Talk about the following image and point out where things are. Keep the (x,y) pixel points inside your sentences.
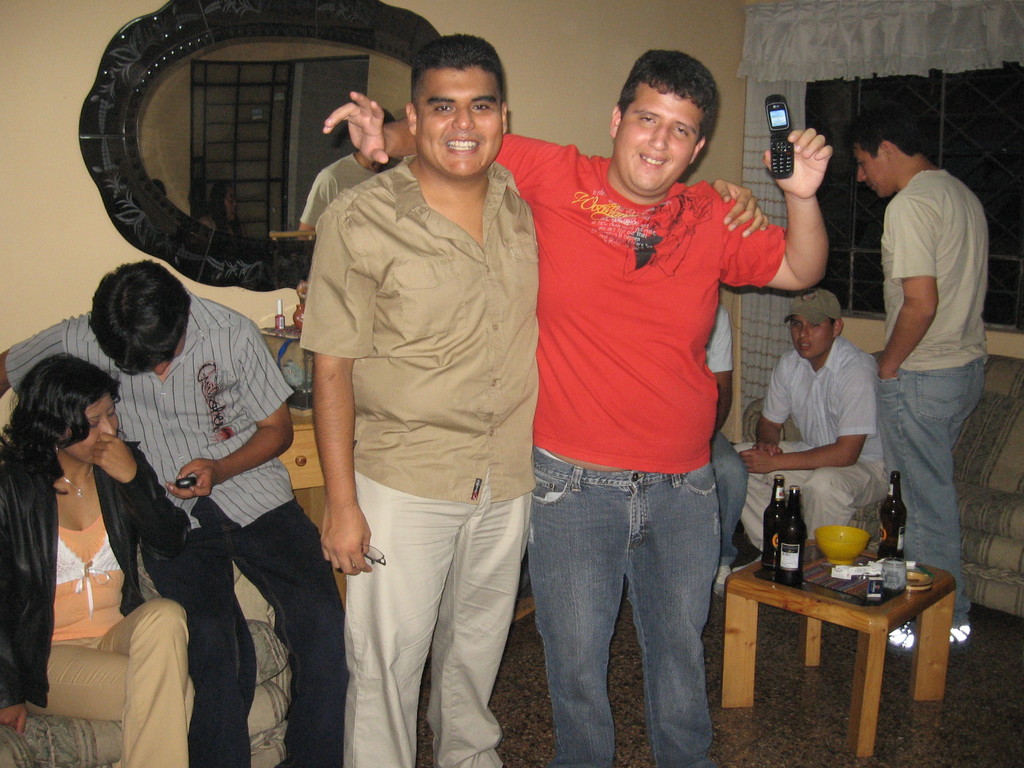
This picture is from a house (533,123). In the center of the picture (560,263) there are two men (573,314) standing and smiling, one is holding the mobile (779,157). On the left (152,395) there are couple (89,414) sitting in couch (73,758). On the right (932,331) a man (936,306) is standing and another man (787,409) is sitting, on the right (980,455) there is a couch (975,522). In the foreground (874,620) there is a table (791,600), on the table (892,609) there are bottles (893,532) and bowl (841,528). On the right top (858,43) there is curtain (904,38) and window (940,87). On the top left (214,84) there is a mirror (242,121).
